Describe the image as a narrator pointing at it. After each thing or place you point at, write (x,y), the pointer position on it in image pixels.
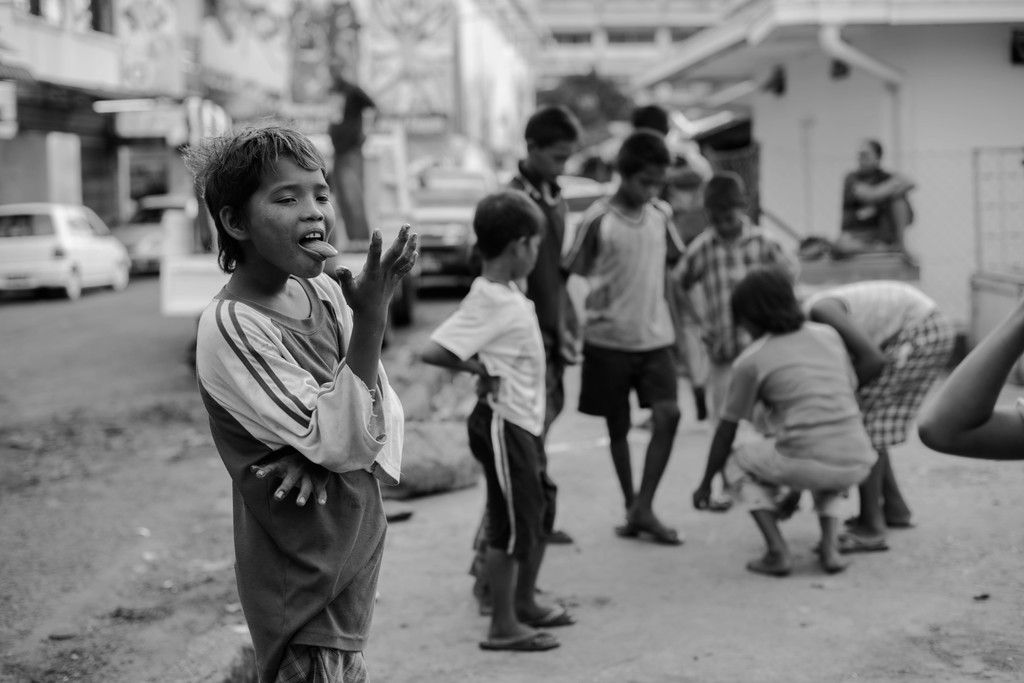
It is a black and white image, there are a group of children (848,291) and the background of the children (838,304) is blur.
